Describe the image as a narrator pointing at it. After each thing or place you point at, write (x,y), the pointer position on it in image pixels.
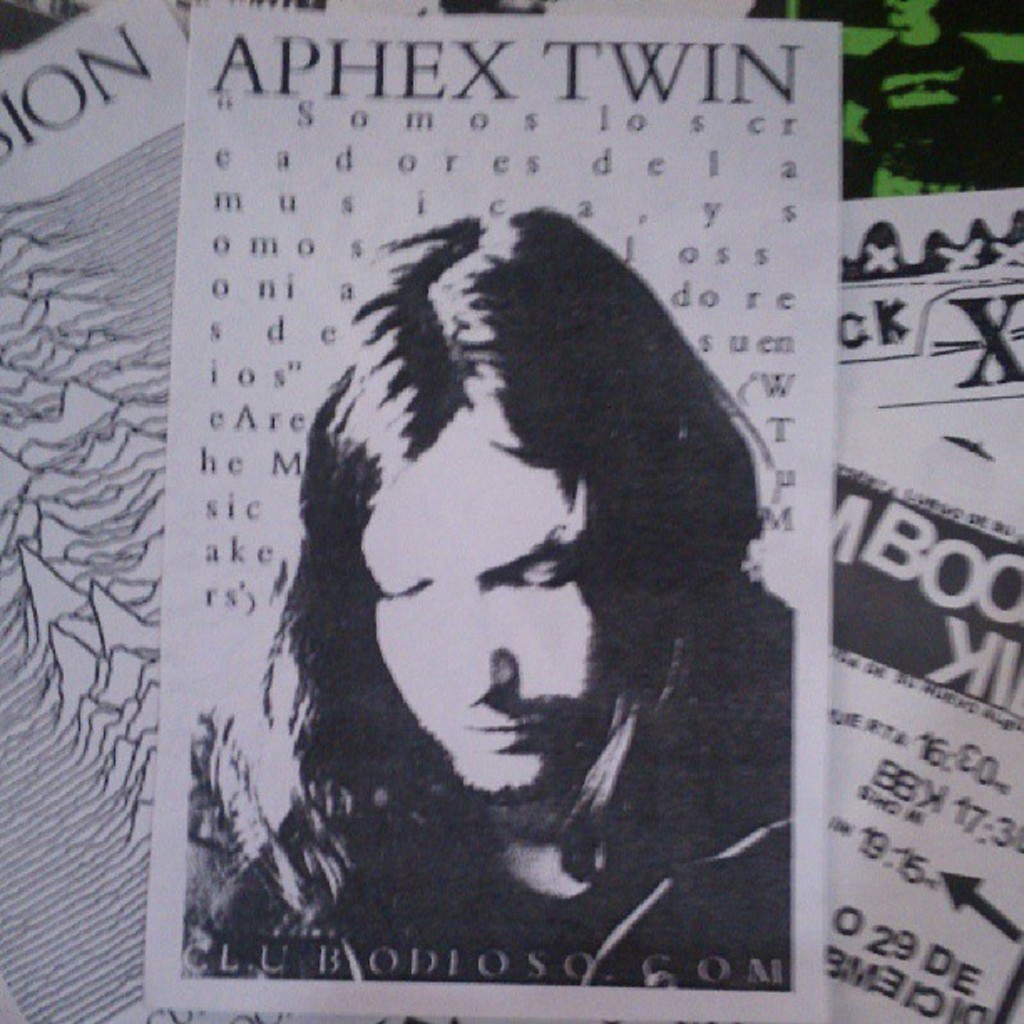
There are papers (366,562). On the paper (591,507) something is written. Also there is an image (564,403) of a person (523,674).
